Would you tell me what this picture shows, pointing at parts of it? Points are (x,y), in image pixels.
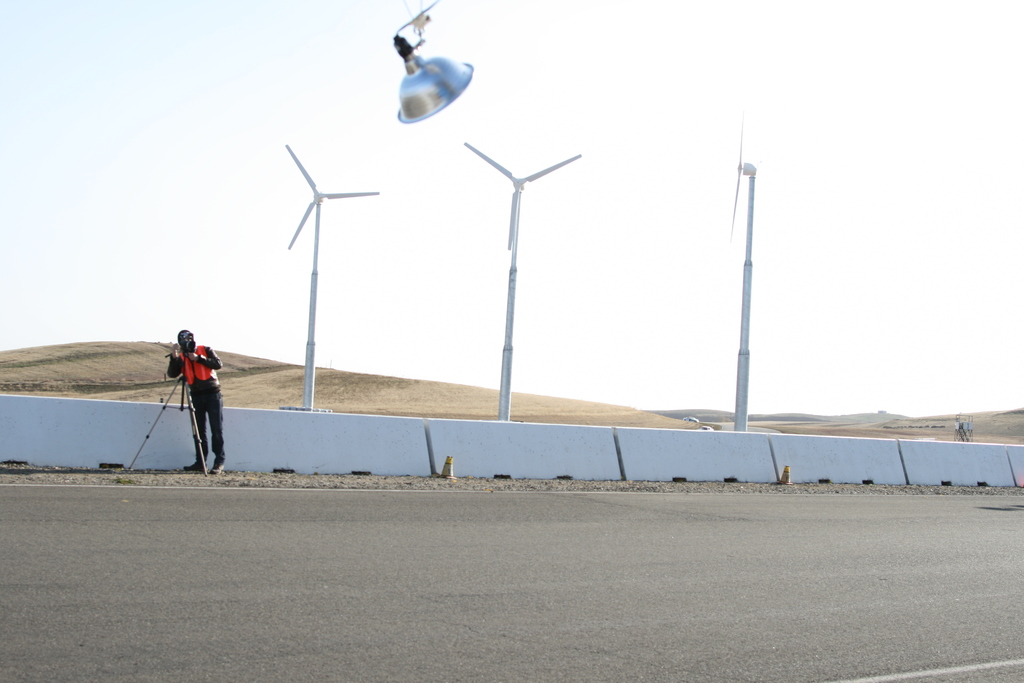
In this image I can see a road (383,569) in the front (996,665). On the left side of the image (203,346) I can see a person (178,360) is standing and near this person (189,380) I can see a tripod stand (188,381). In the background (372,317) I can see few windmills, the sky (188,128) and on the top of this image (406,121) I can see a silver colour thing (400,46).
